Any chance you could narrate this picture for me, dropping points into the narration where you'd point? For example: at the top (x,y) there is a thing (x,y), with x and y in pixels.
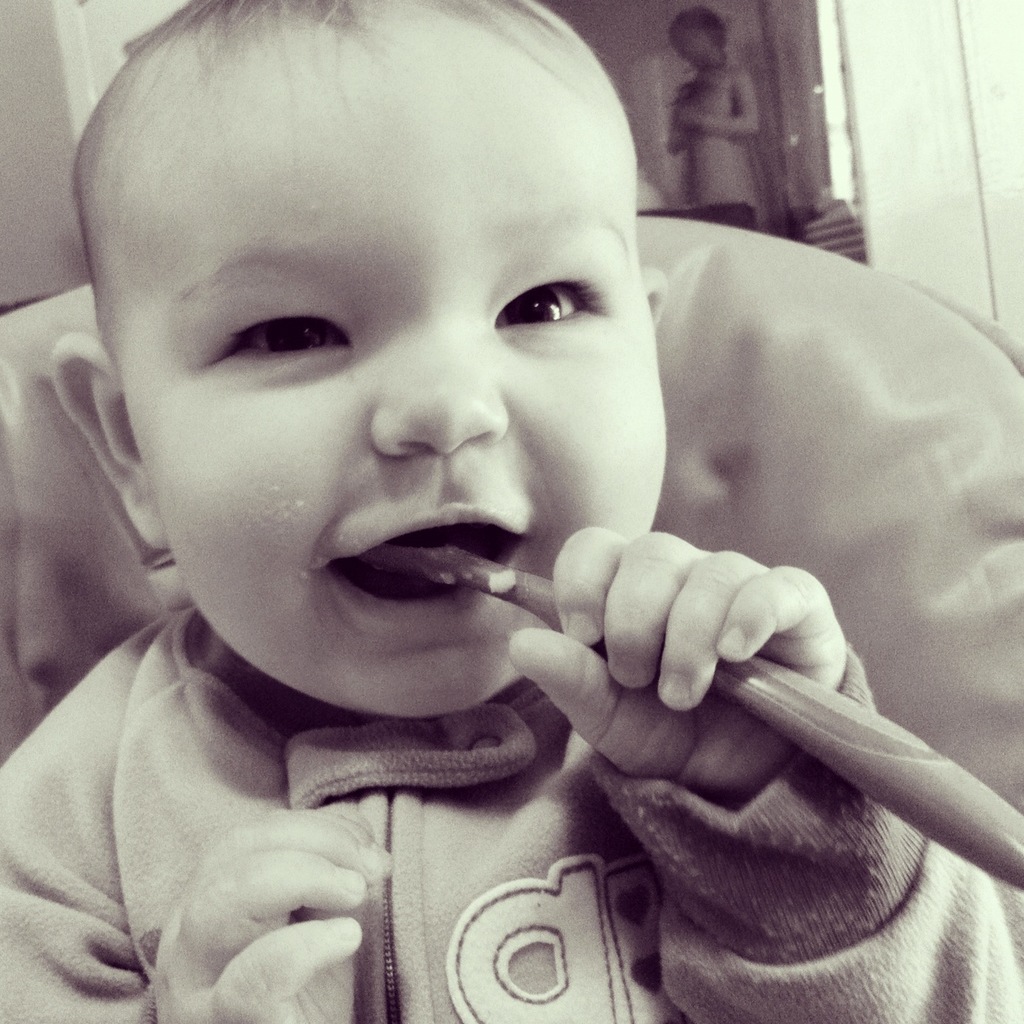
In this image there is a baby (594,411) sitting on the chair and holding a spoon (386,549) in his hand (644,623) and placed it in his mouth (353,573), behind him there is a person (741,140) standing and a wall (972,162).
